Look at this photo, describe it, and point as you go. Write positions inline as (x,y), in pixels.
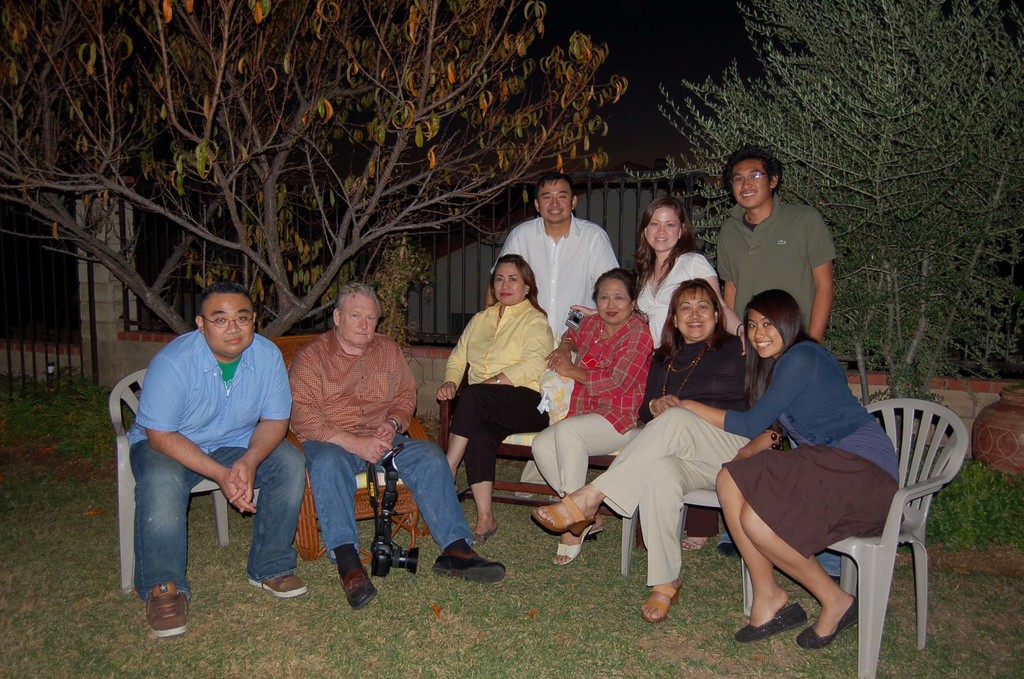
In this picture we can see some people (676,357) are sitting on chairs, at the bottom (508,626) there is grass (527,641), a man (367,453) in the middle (354,379) is holding a camera (371,469), in the background (934,150) there are some trees (727,113), we can see the sky (664,37) at the top of the picture (702,18), there is fencing panel (481,267) in the middle (493,237).
